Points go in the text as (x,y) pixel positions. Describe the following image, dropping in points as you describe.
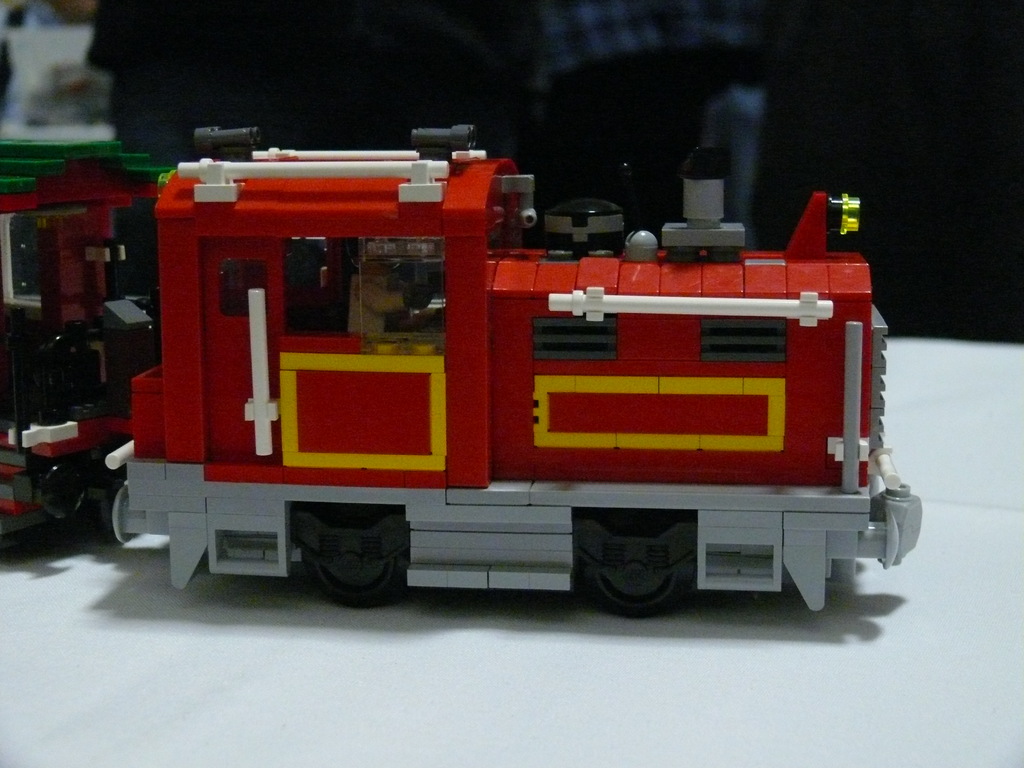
In this image, I can see a toy train (568,442) on an object (800,598). The background (340,69) is blurry.
